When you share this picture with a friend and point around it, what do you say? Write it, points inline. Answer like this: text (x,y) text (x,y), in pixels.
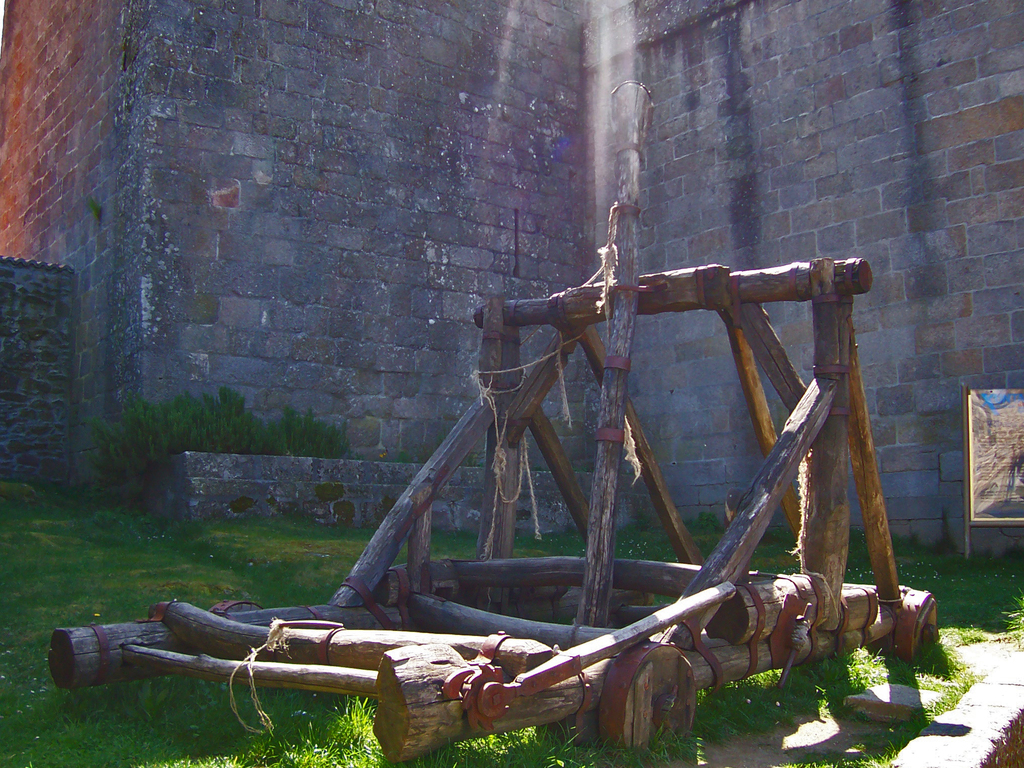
In the middle of the image (553,435) we can see few wooden barks (743,554), in the background (695,534) we can find few plants (336,437), grass (711,534) and a board (989,408).
